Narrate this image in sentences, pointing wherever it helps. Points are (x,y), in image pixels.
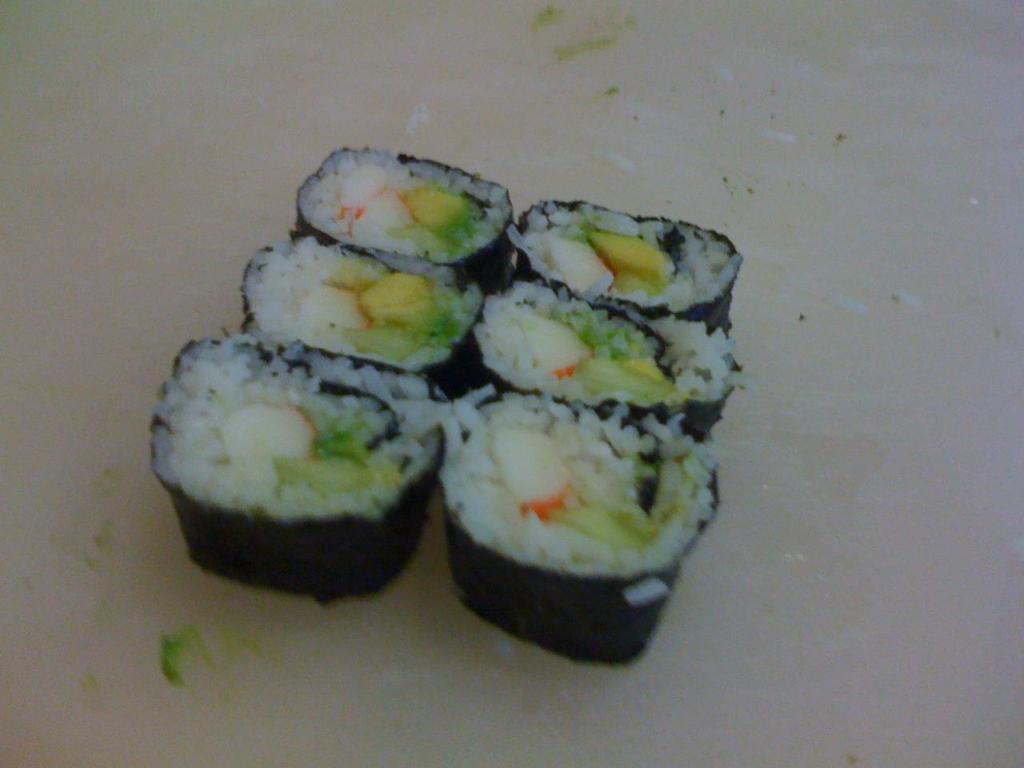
In this image, we can see some food (498,582) on the white surface (61,370).
